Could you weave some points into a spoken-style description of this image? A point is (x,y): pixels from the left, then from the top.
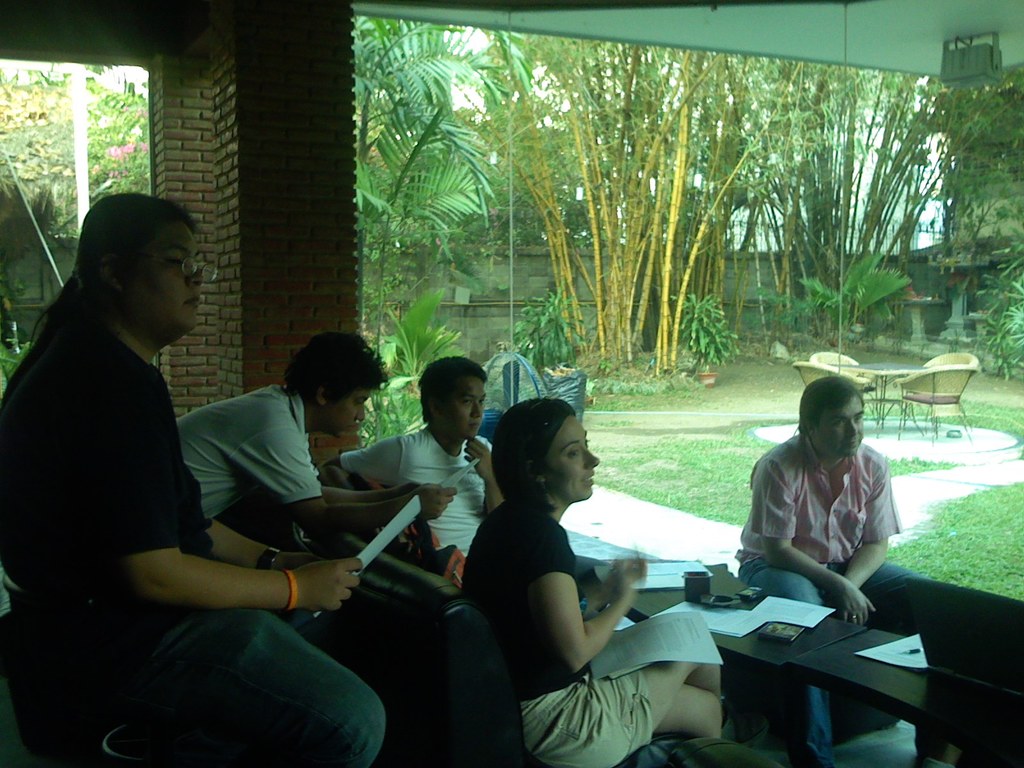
In this image there are five persons (541,597) sitting on benches (405,634) few are holding papers (630,651), in front of them there is a table (837,653), on that table (810,638) there are papers (680,609), in the background (525,217) there are trees (675,264), chairs (952,377) in the middle of the chairs (931,370) there is a table (879,363) and there is a pillar (260,286).
